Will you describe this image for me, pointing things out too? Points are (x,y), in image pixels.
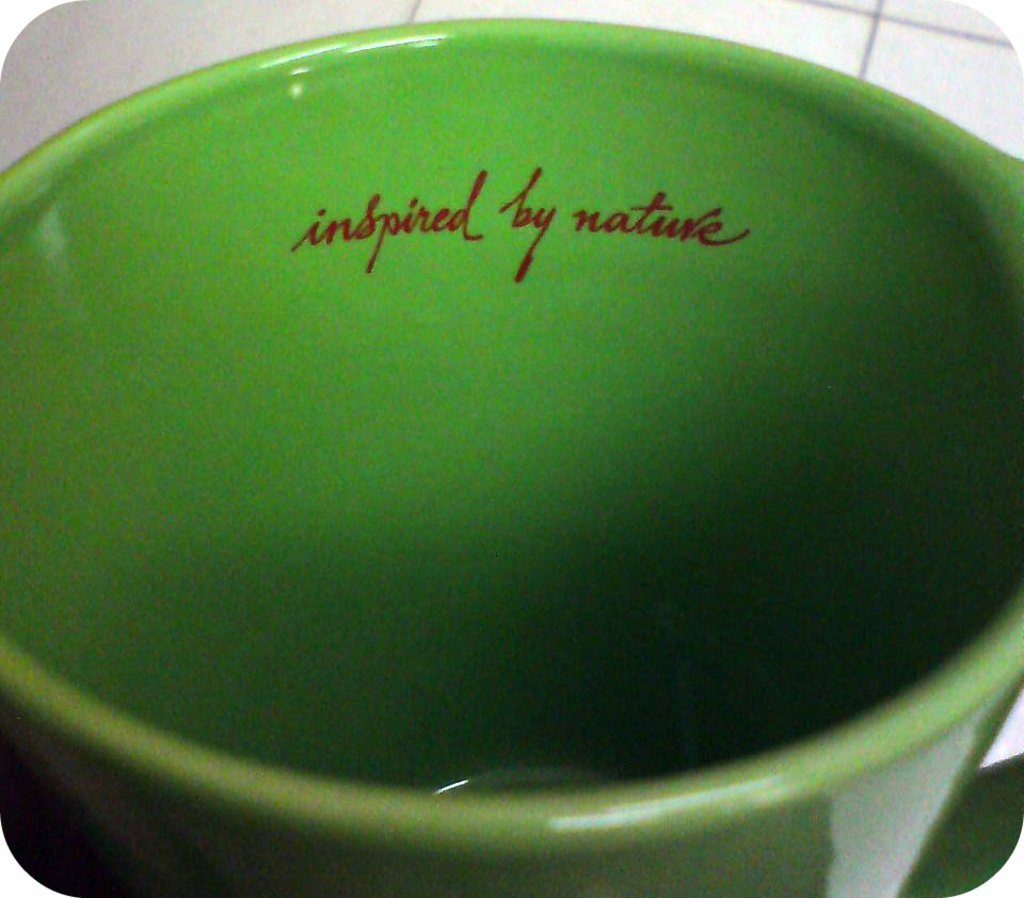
In the image we can see a container (402,245), green in color. We can even see the text (443,213) on the container (325,227).
